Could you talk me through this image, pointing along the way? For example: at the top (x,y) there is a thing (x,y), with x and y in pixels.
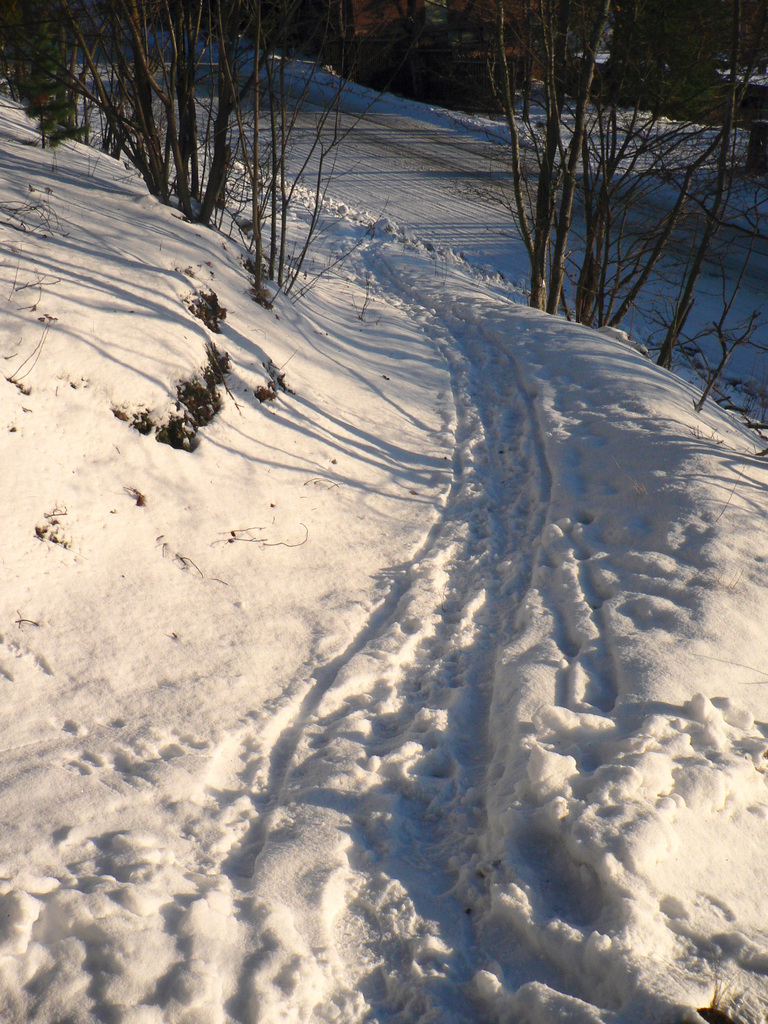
In this picture, we can see the ground (366,234) covered with snow (547,312), we can see some plants (247,60), trees (654,250), and the road (460,241).
